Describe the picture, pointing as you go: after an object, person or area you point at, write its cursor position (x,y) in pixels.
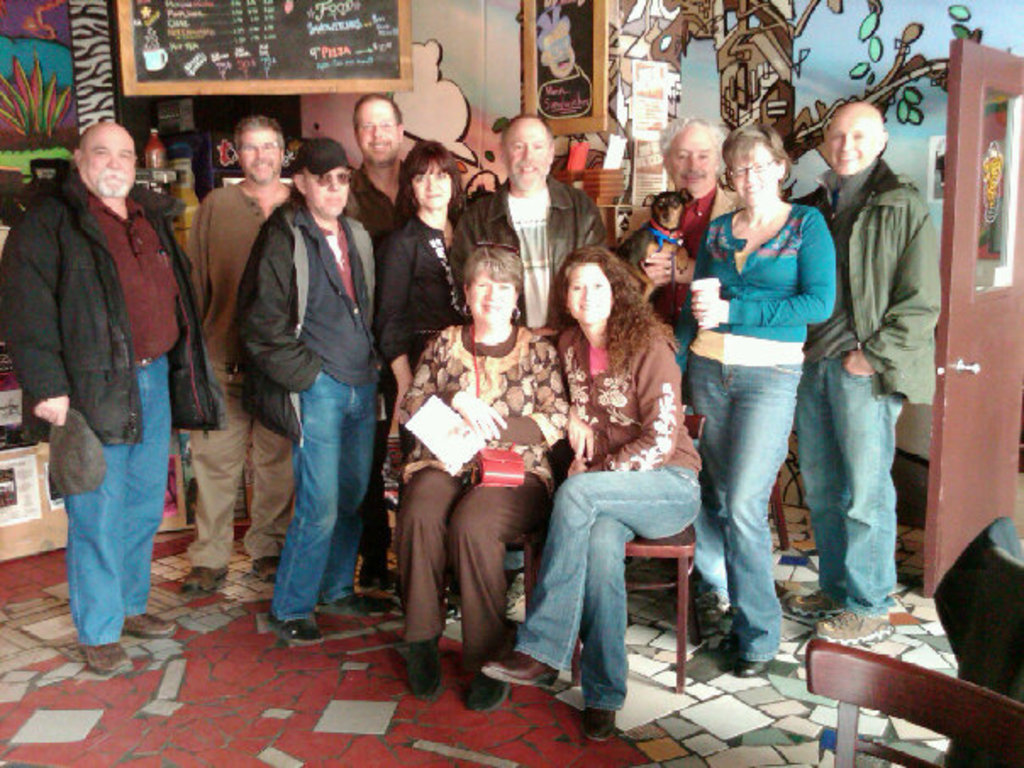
In this image two women (476,590) are sitting on the chair (647,546). A person (657,280) is holding a dog (675,236) in his hand (667,264). Few persons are standing on the floor (259,685). Behind them there is a bottle (160,155) on the table (161,171). Top of image (361,93) there are few frames (597,32). Right side (950,75) there is a door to the wall (921,35). Right bottom there is a chair (867,705).
